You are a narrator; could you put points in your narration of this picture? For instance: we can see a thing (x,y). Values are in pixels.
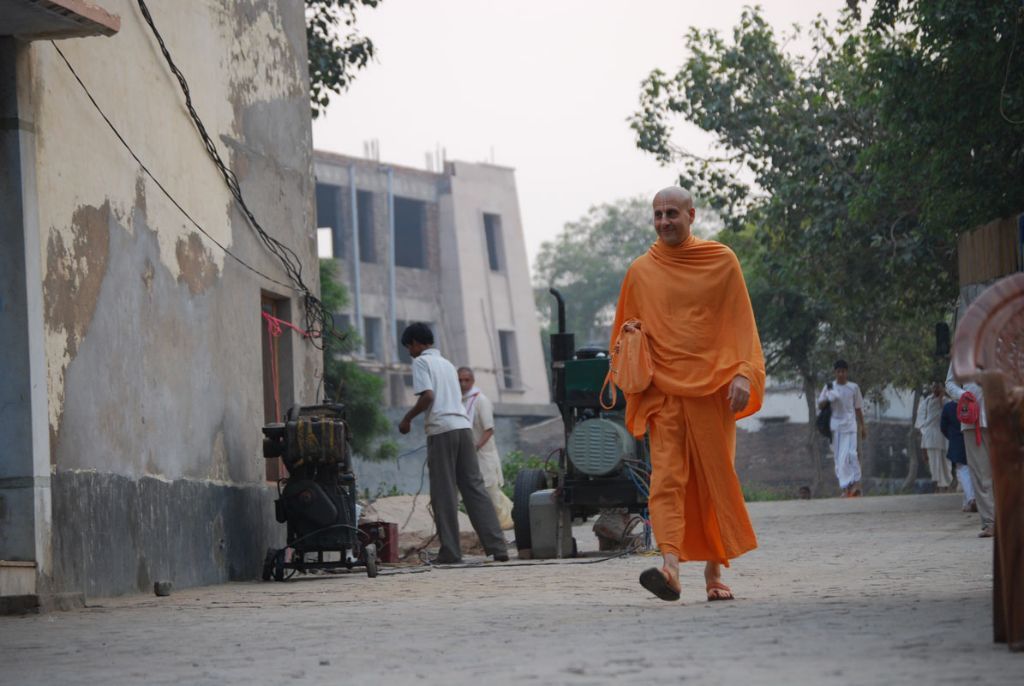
In this picture there is a man (656,358) who is wearing orange dress (722,389) and holding a bag (642,351), he is smiling. Backside of him we can see a man (410,427) who is wearing a white t-shirt (448,400), trouser (440,462) and slipper (502,553). He is standing near to the generator (573,470). Beside him there is an old man (474,401) who is wearing white dress (501,481). On the left (97,345) there is a building (97,345). In the background (488,329) we can see many trees (610,304), building (435,334) and wall (769,421). On the right (840,388) we can see the group of persons (831,413) were walking on the street (911,539). At the top (544,62) there is a sky (506,58). In the top left (151,17) we can see the electric wires (307,295) on the wall (182,116).
